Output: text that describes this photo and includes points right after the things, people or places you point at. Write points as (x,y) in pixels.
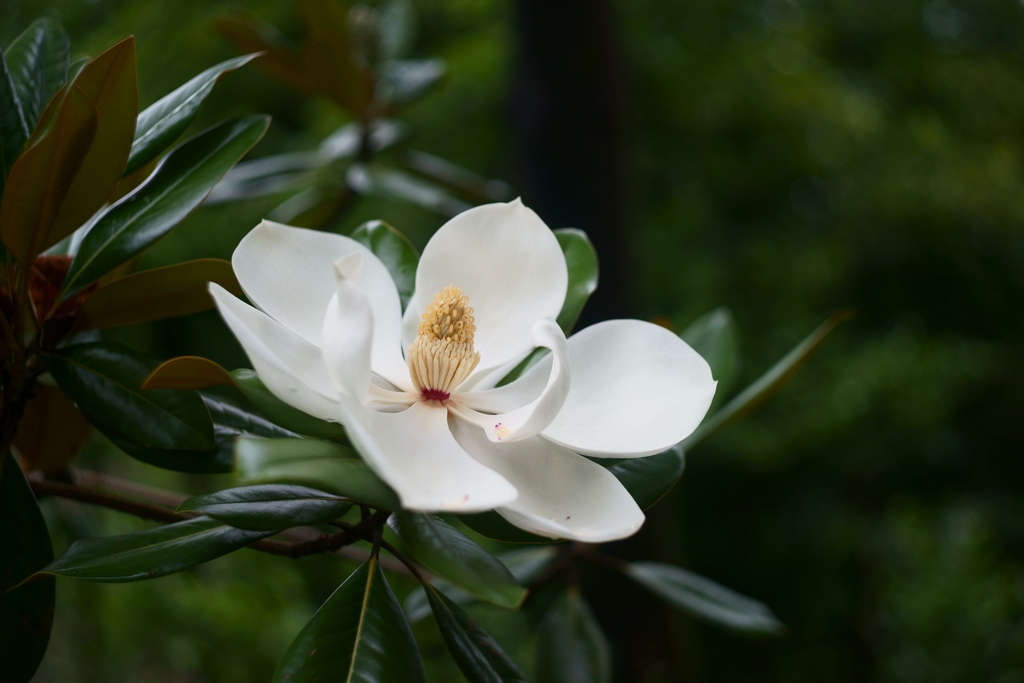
In this image there is a white flower (433,408) in the middle (448,408). In the flower (448,355) there is a stigma (450,332) and pollen grains (445,362) around it. In the background (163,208) there are green leaves (154,228).
